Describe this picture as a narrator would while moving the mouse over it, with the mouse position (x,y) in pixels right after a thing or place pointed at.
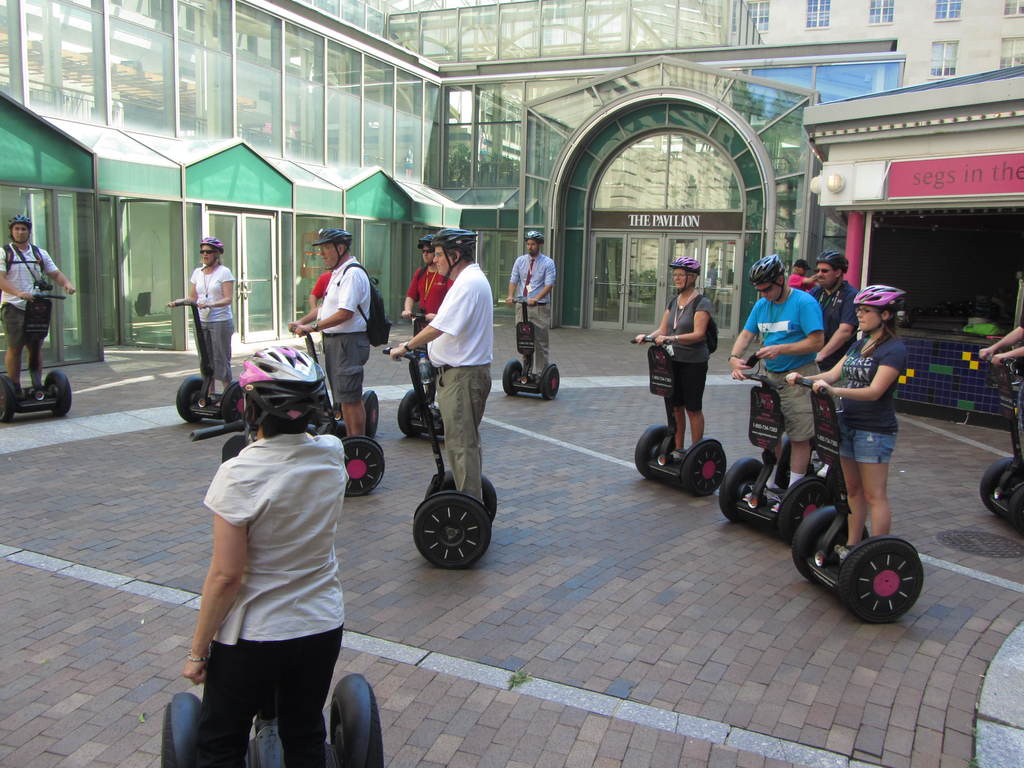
In this image there are few persons (665,329) standing on the two wheeled bikes (417,524). Behind them there are few buildings (658,231). A person (332,315) wearing a white shirt (345,298) is carrying a bag (377,312). He is wearing a helmet (339,241).
